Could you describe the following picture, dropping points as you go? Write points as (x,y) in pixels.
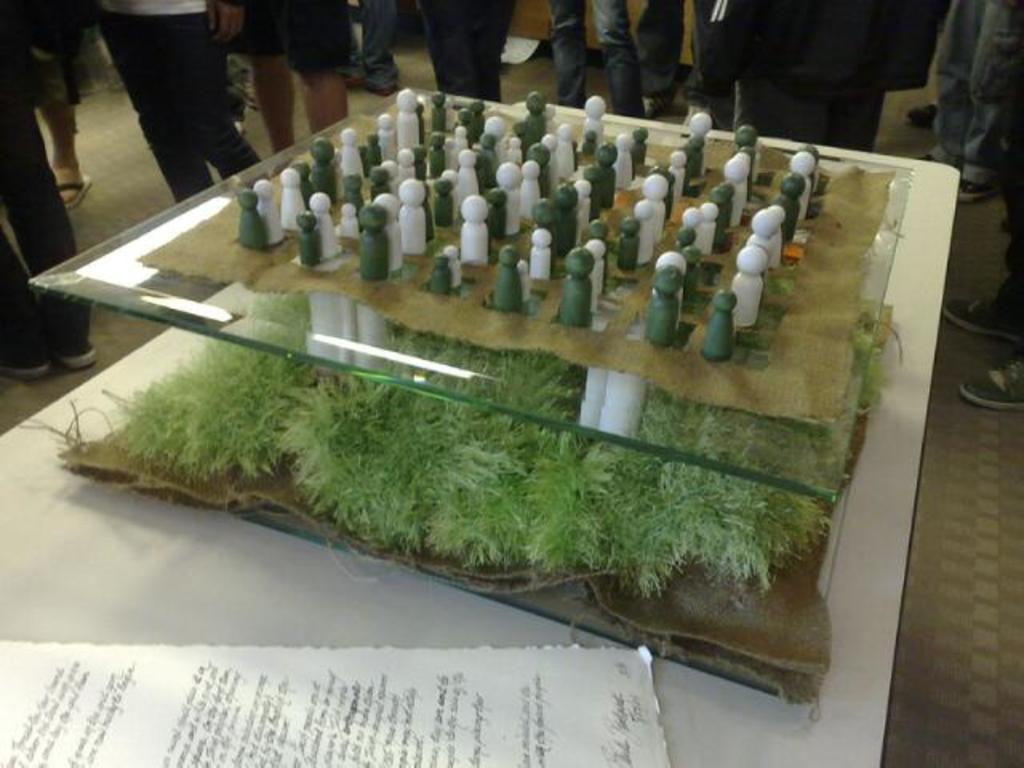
In the center of this picture (539,404) we can see some objects (750,269), green grass (436,350) some items (231,483) are placed on the top of a white color table (848,523). In the background (307,100) we can see the group of persons (843,100) and some other objects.
